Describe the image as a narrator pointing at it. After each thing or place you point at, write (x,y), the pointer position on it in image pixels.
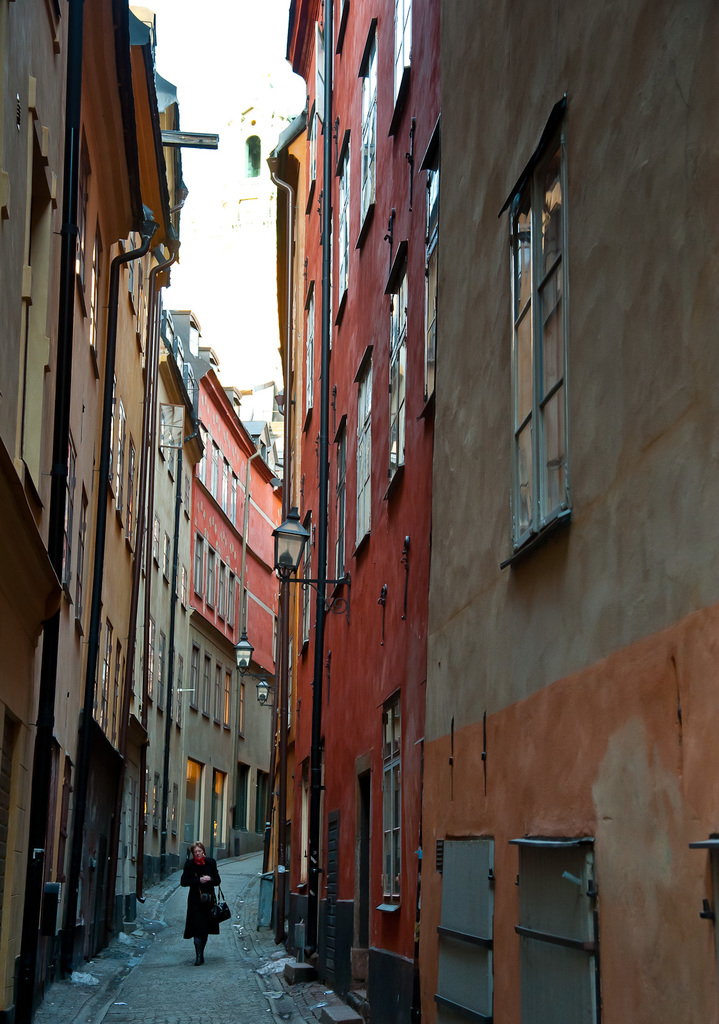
In this image there is path (219,975), on that path (219,971) a woman (205,908) is walking, on either side of the path (176,1000) there are buildings (377,423).
